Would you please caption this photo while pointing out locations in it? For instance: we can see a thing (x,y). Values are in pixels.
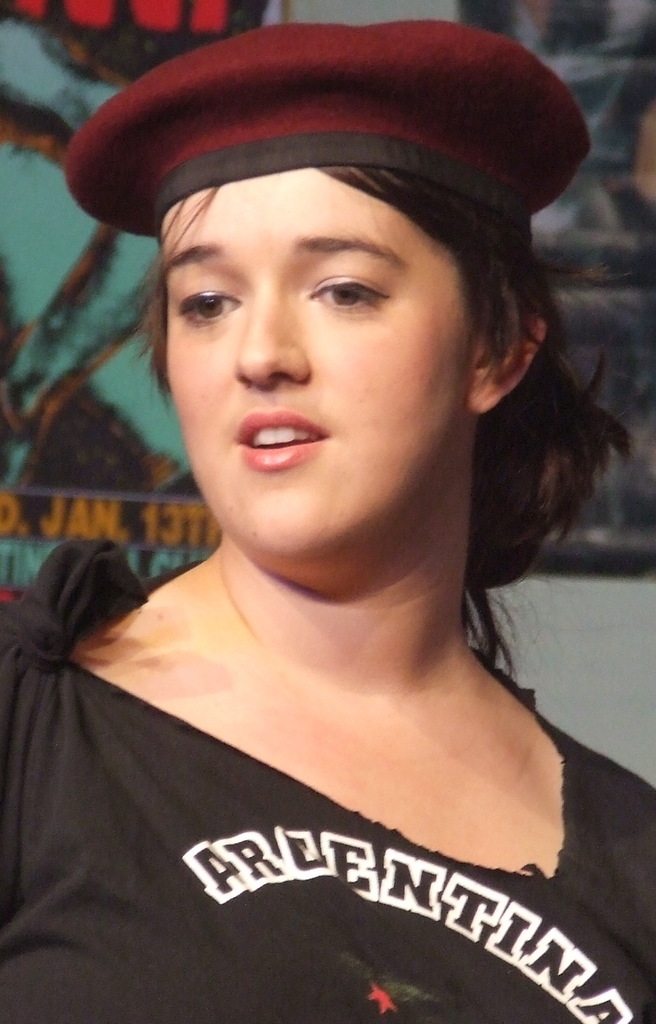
In this picture we can see a woman (351,990) wore a cap (495,136) and speaking and at the back of her we can see frames (79,38) on the wall (521,676).
